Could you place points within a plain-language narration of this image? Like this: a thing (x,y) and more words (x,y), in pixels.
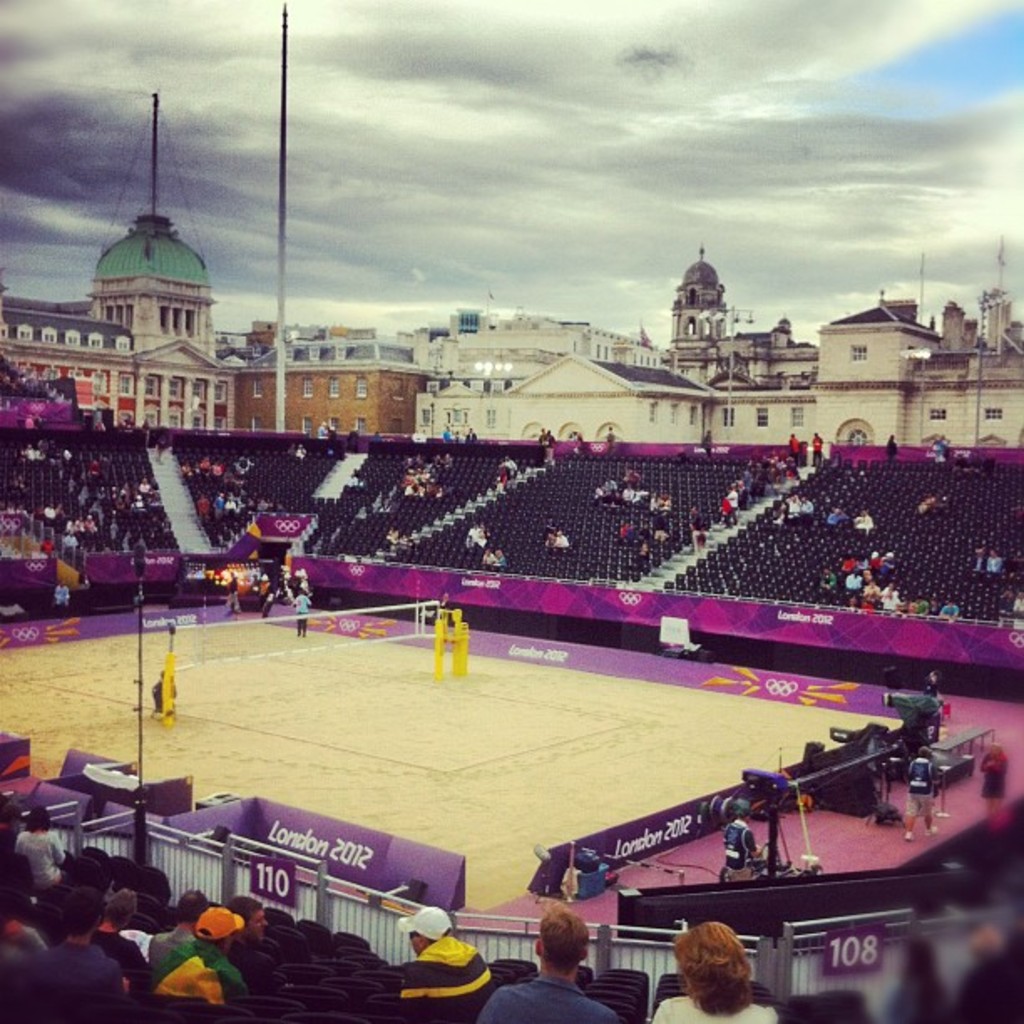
In the foreground of this image (365,777), there is a beach volleyball court (357,732). In the background (374,493), there is a stadium (876,659) with crowd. on the top (516,340), we see buildings (341,375), poles (282,306), domes (171,242), cloud (695,81) and the sky (926,94).
